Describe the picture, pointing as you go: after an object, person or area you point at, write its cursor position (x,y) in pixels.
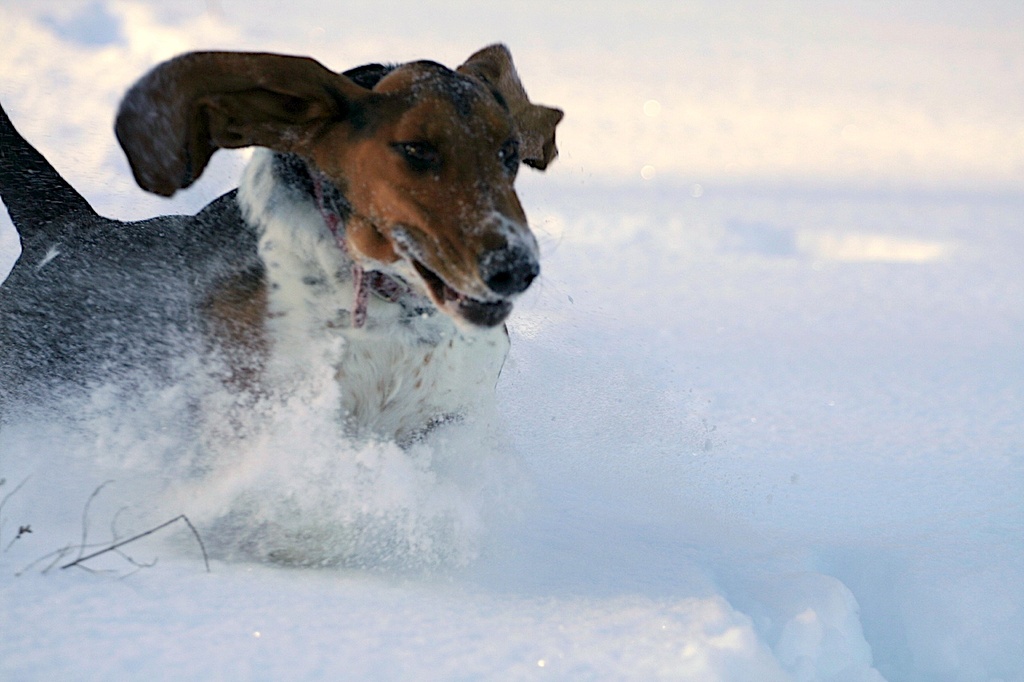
In this picture there is a dog (393,406) running. At the bottom (590,578) there is snow (704,524). On the left side of the image (153,531) there is a plant (200,538).
